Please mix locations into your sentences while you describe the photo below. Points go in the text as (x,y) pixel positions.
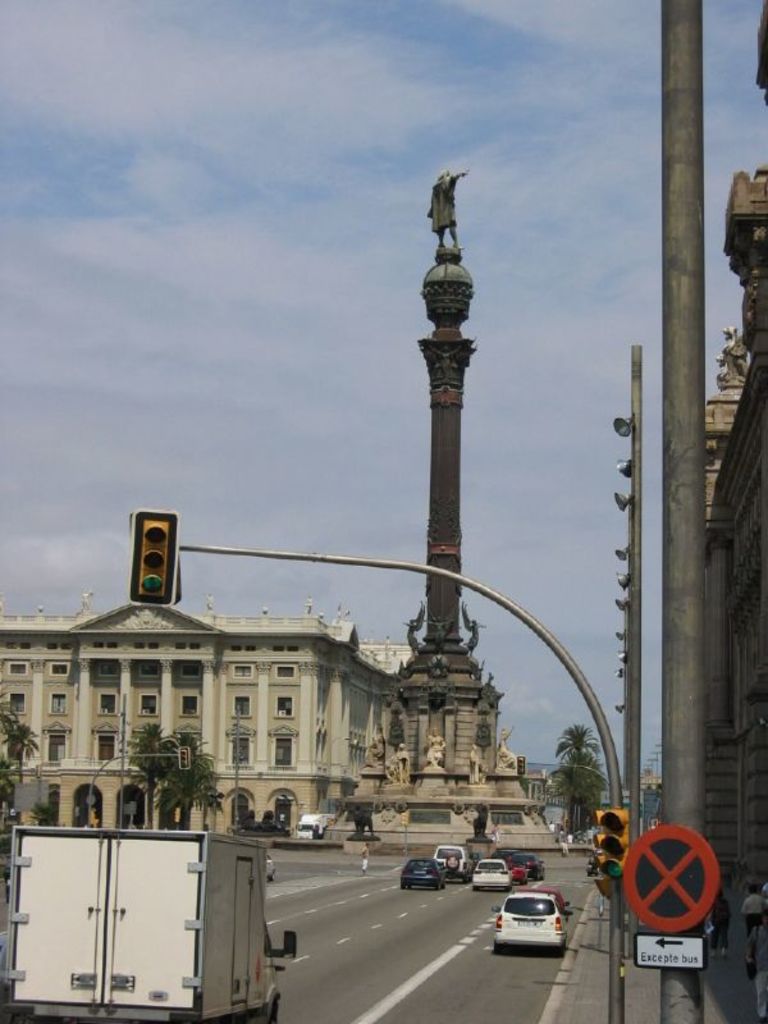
In this image there are vehicles (39,898) passing on the road (485,903). On the right side of the image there is a sign board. There are traffic lights (163,523). There is a lamp post (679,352). In the center of the image (441,589) there is a statue (478,826). In the background of the image (219,815) there are trees (0,722), buildings (395,664) and sky (569,367).
